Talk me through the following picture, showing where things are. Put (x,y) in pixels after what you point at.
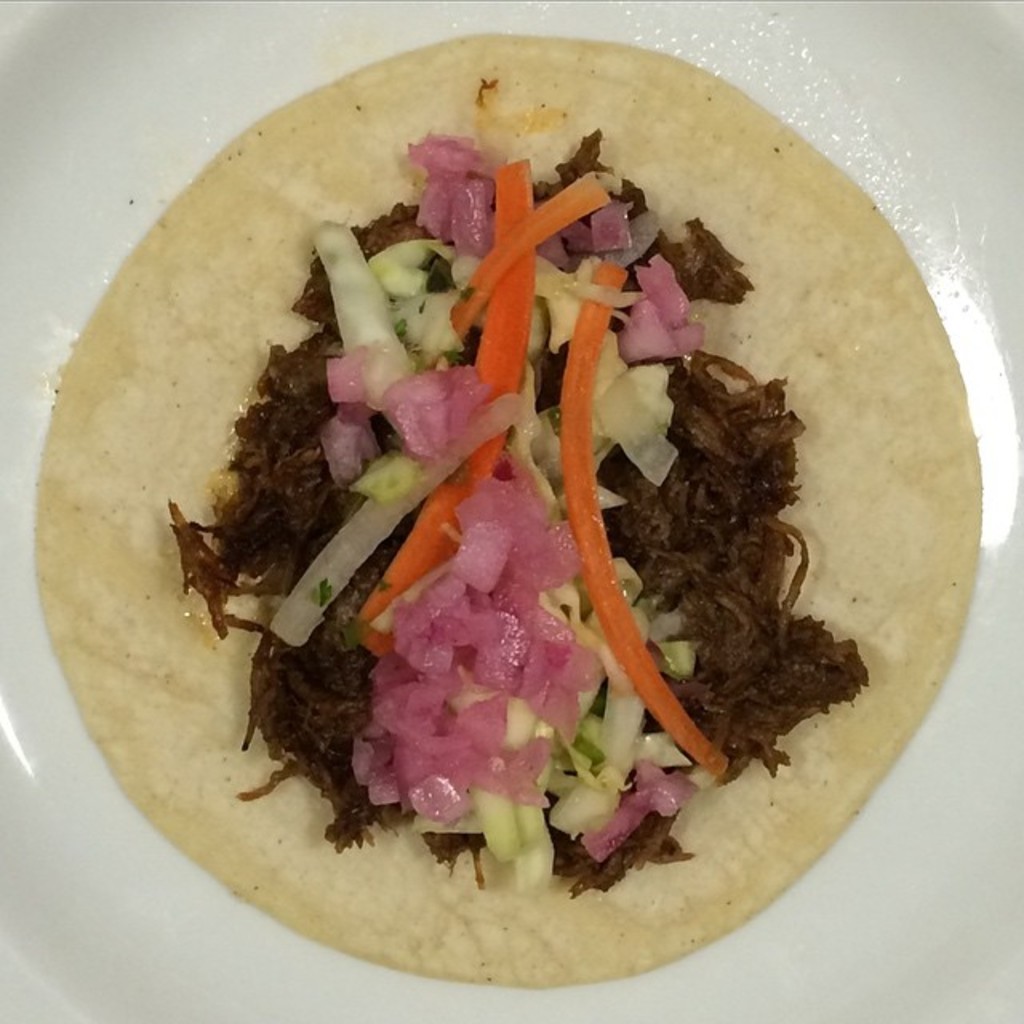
In this picture, we see a white plate (58,275) containing the food item (683,524). In this food item (662,488), we see the onions (539,605), cabbage (612,791) and carrot (625,664).
